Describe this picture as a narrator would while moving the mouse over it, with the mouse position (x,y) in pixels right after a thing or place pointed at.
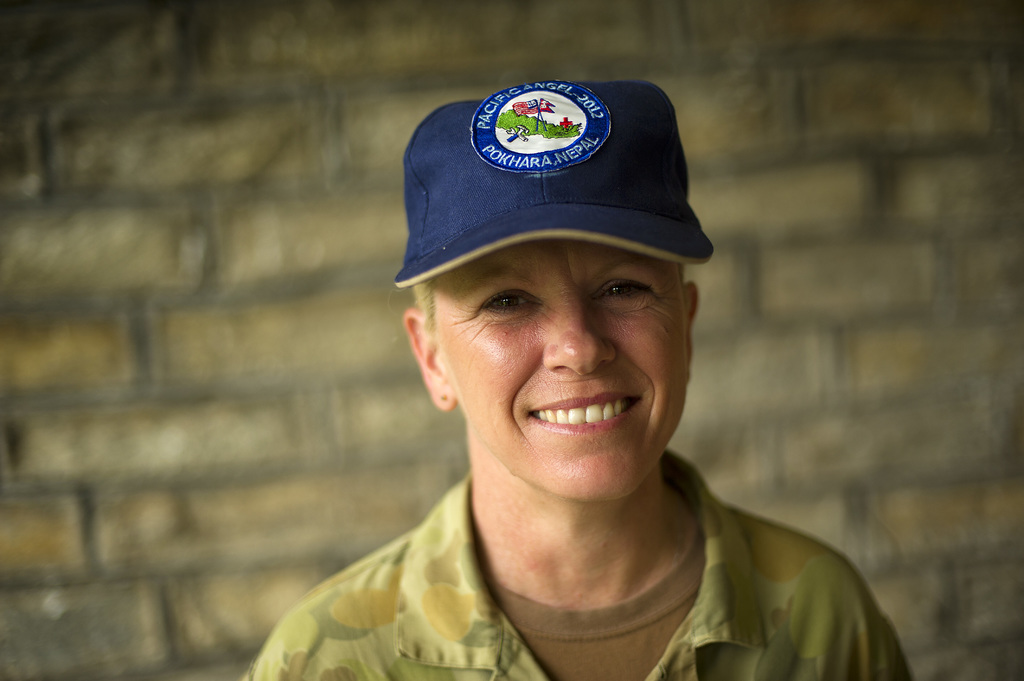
In this picture, we see the woman (610,399) who is wearing the brown T-shirt (581,630) and green shirt (456,611) is smiling. She is wearing a blue cap (479,193). She might be posing for the photo. In the background (367,424), we see a wall (747,301). This picture is blurred in the background (170,625).
